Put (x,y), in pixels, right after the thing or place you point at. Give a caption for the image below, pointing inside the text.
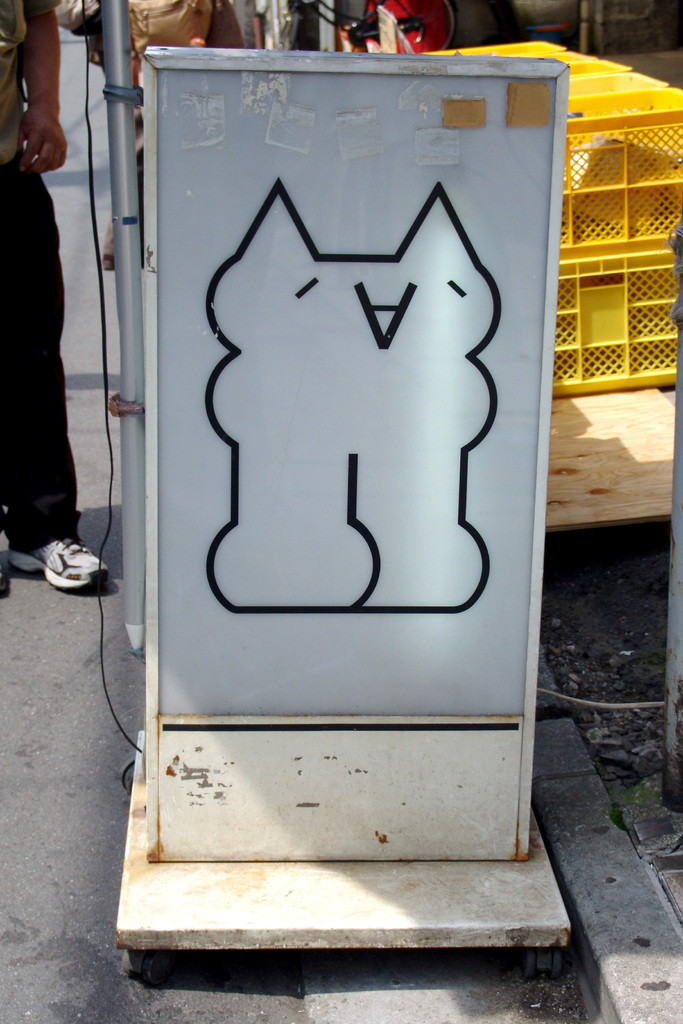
In this picture there is a white color board poster (399,348). Behind there is a yellow color basket (574,323) and on the left side (34,298) there is man (37,502) standing near the board poster (173,856).
